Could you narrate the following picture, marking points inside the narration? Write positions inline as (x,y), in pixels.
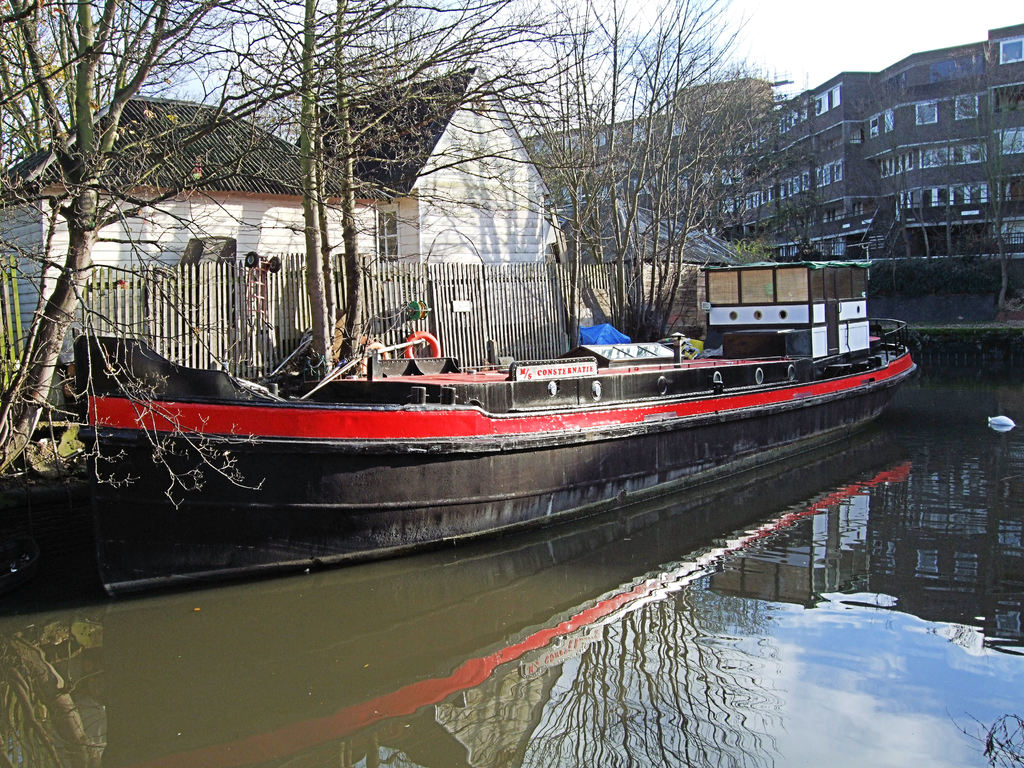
In this image, we can see a boat (306,525) above the water (707,544). Here we can see shed (438,217), trees (44,349), wooden fencing (537,332), houses (11,241), buildings (986,240), walls (501,249) and windows (781,295). Top of the image (790,40), there is a sky (780,54).
